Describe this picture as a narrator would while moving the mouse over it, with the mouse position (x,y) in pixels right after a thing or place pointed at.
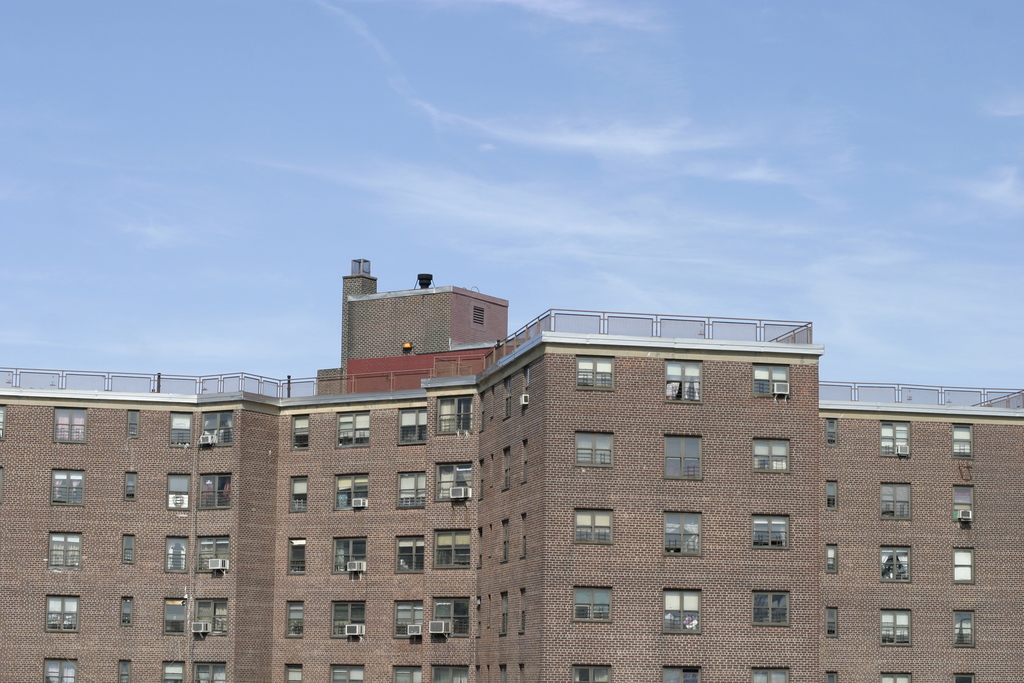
In this picture I can see there is a huge building (695,538) and it has windows (458,551). It is a multi storied building (511,567) and the sky (696,192) is clear.
